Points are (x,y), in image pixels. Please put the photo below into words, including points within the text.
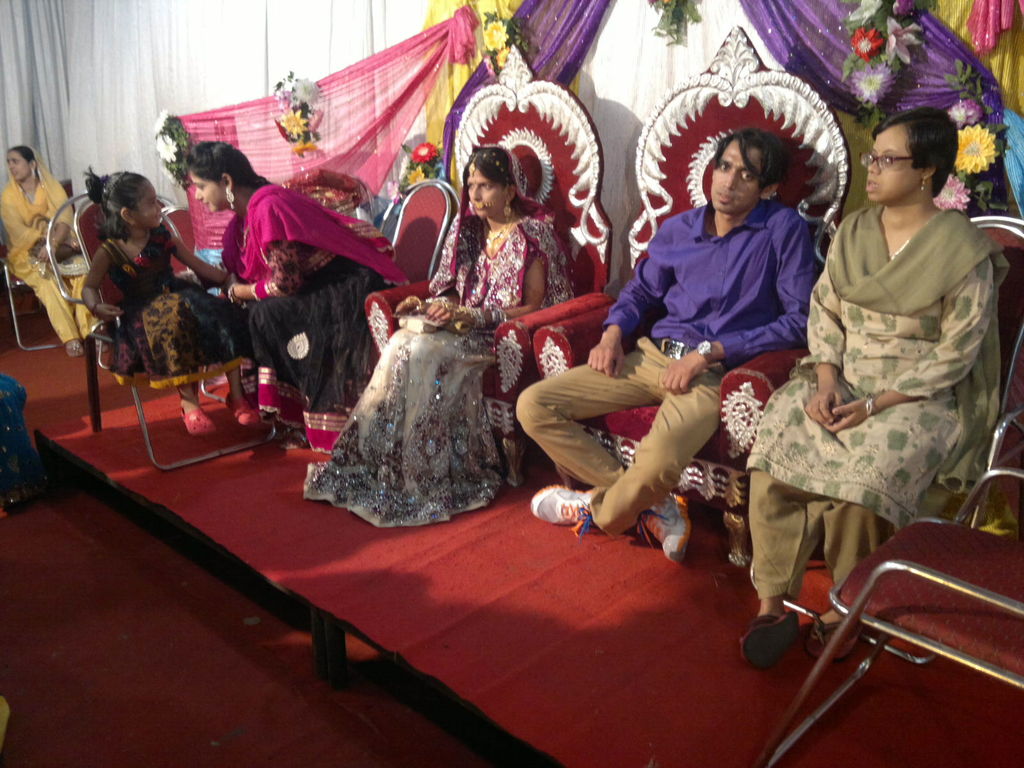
In this image we can see a few people (519,272) sitting on the chairs (573,303) and in the background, we can see some decoration (960,8) with flowers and curtains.
